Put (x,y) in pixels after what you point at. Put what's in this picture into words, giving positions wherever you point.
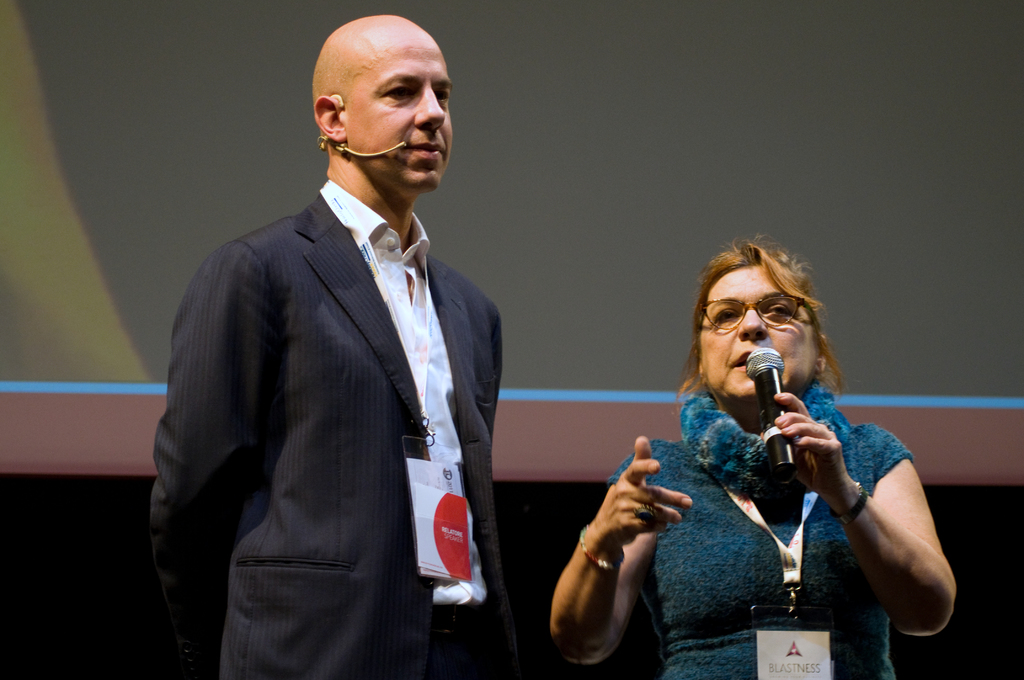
There is a woman (668,447) and a man (289,481), the woman (631,538) is speaking something and she is wearing a blue dress (821,548) and the man (483,388) is standing and watching silently, some event is being hosted by them and there is a screen (590,397) behind these two people (377,433).
